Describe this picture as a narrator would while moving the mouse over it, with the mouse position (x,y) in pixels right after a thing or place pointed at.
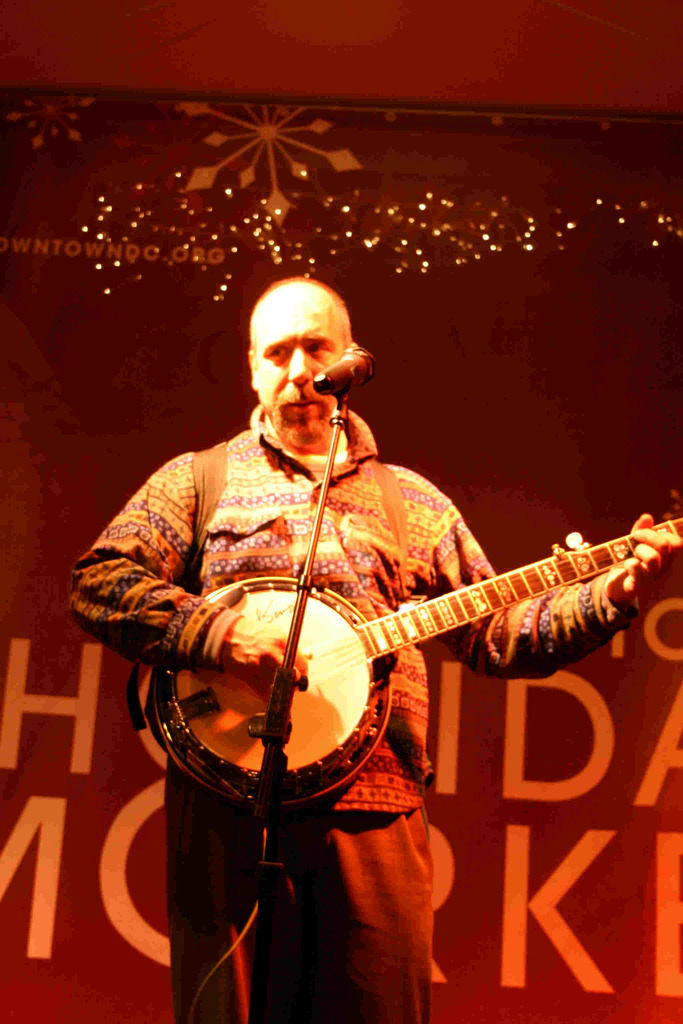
In the middle (367,524) there is a man (322,810) he wear shirt (295,478) and trouser (334,899) he is holding a musical instrument (316,723), he is staring at some thing. I think this is a stage performance.
